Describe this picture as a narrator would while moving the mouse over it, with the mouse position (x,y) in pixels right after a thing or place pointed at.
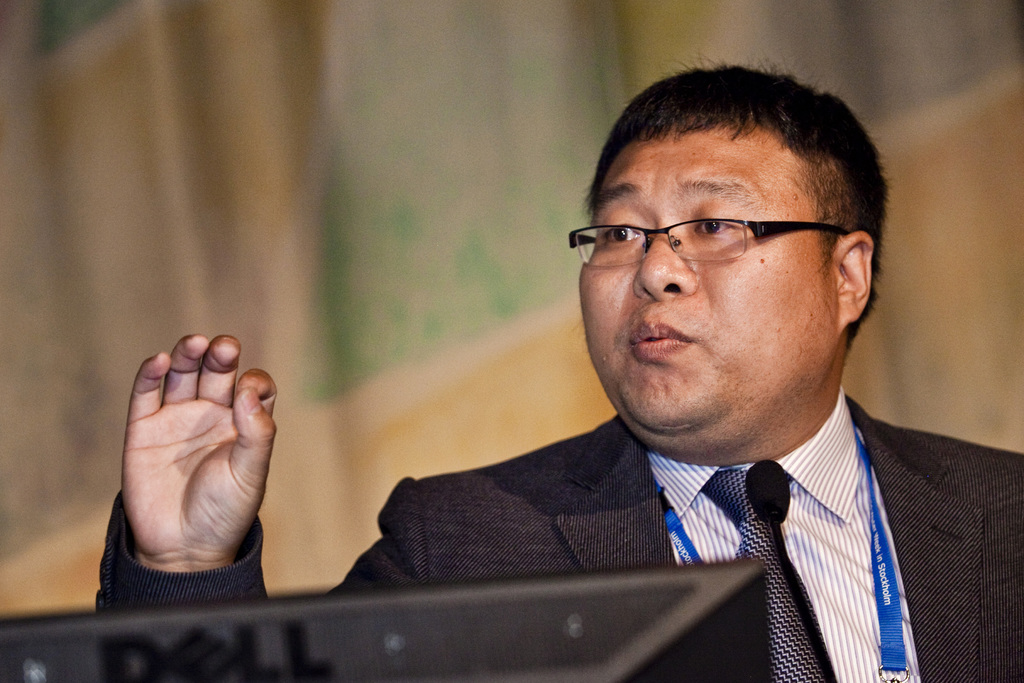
In this image we can see a man (760,533) and at the bottom (317,651) there is an object (406,658). In the background (320,267) the image is blur but we can see an object (370,256).
